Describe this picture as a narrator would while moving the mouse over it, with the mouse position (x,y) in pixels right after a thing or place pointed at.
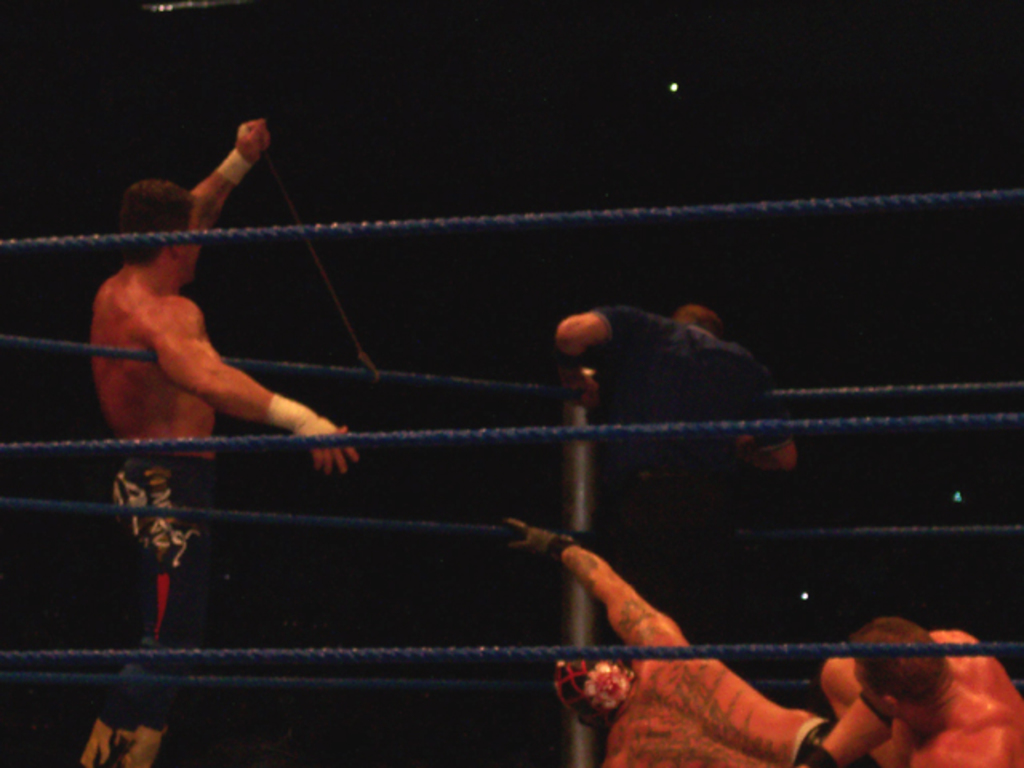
In this image I can see group of people (120,457) playing game. In front I can see few blue colored ropes (341,653) and I can see dark background (516,243).
